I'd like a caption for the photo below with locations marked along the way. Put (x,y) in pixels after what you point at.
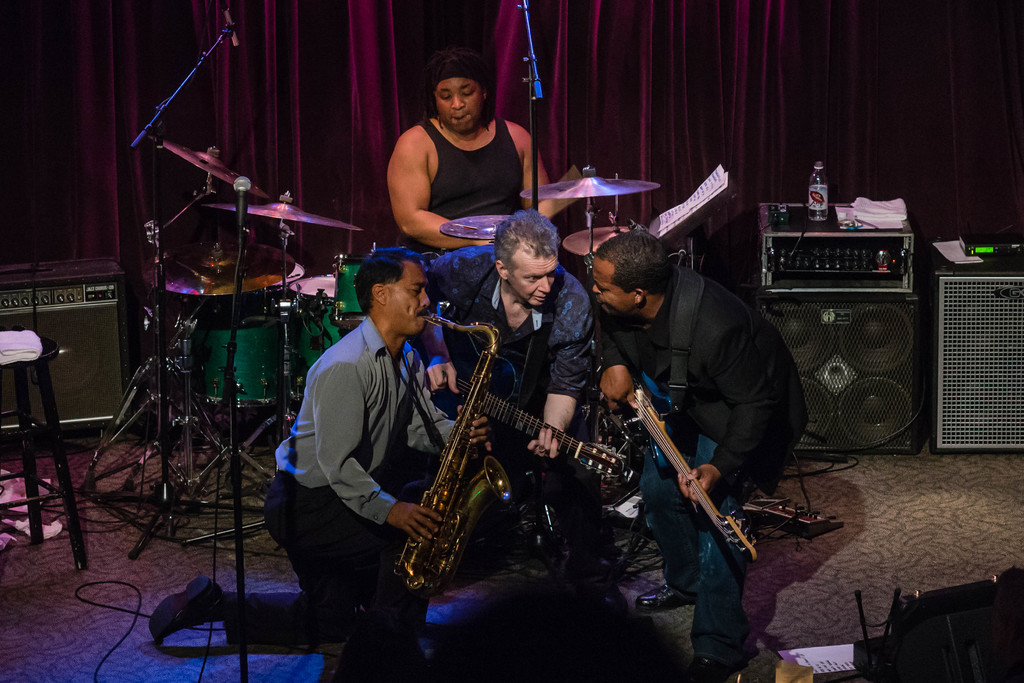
There are so many people (324,406) on stage (870,549) playing musical instruments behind them there is a sound box (812,378) and music system (865,252).
